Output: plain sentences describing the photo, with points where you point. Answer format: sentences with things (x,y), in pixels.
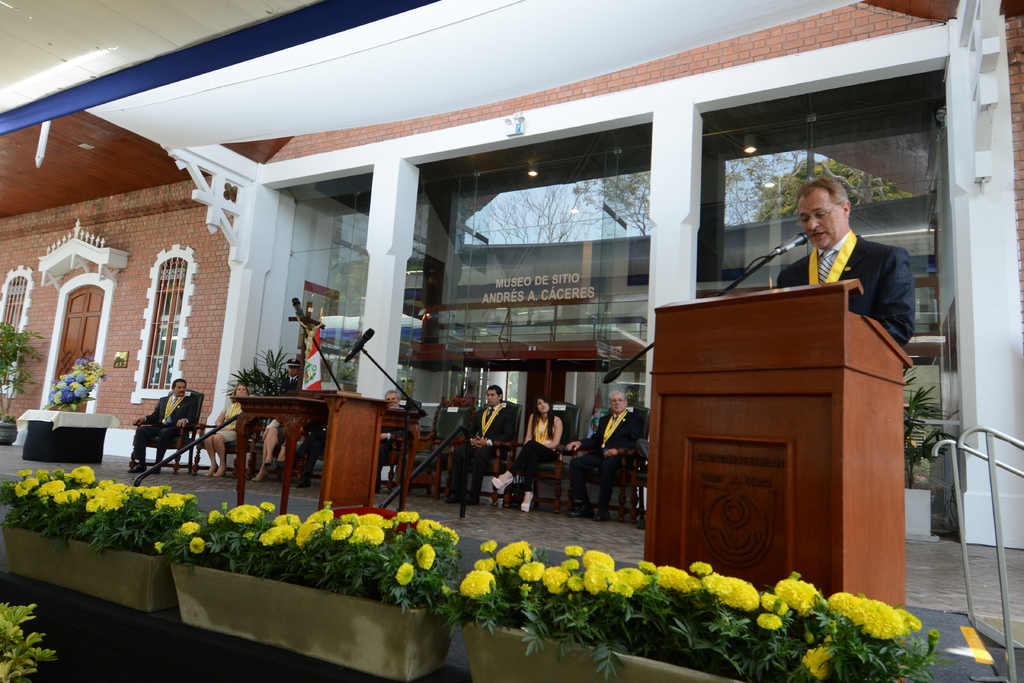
In this image we can see a man (818,267) standing in front of the podium (759,369) and also the mike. We can also see the people (616,443) sitting on the chairs (638,463) which are on the path (560,514). We can also see the plants (275,549) and also flower pots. In the background (532,288) we can see the text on the glass window (639,253) and we can also see the trees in reflection. On the left (173,287) we can see the door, windows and also the brick wall (26,368). Ceiling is also visible. We can also see the lights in reflection.
